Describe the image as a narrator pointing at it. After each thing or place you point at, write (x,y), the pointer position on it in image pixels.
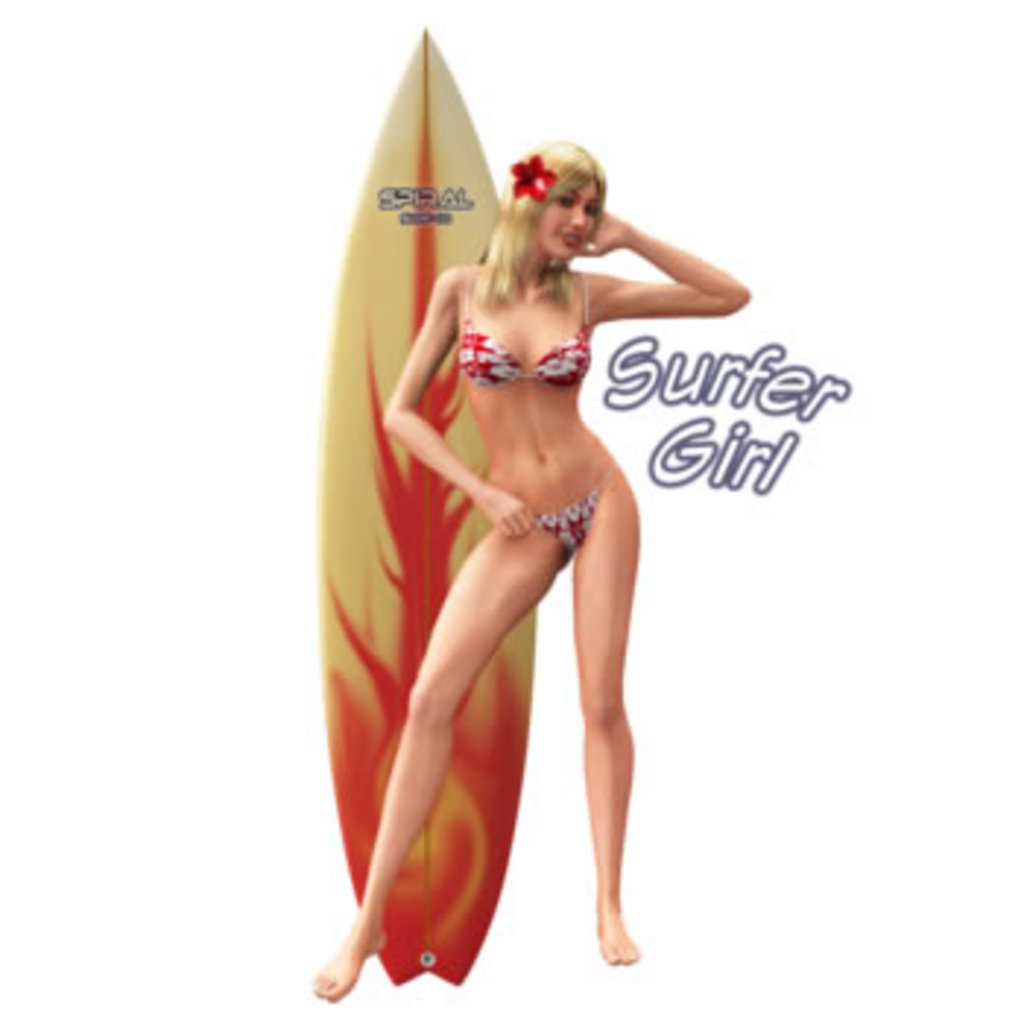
In this image there is a woman (523,479) standing. There is a flower (546,188) in her hair (552,163). Behind her there is a surfboard (393,344). There is text (408,200) on the board (424,228). Beside her there is text (724,464) on the image.
